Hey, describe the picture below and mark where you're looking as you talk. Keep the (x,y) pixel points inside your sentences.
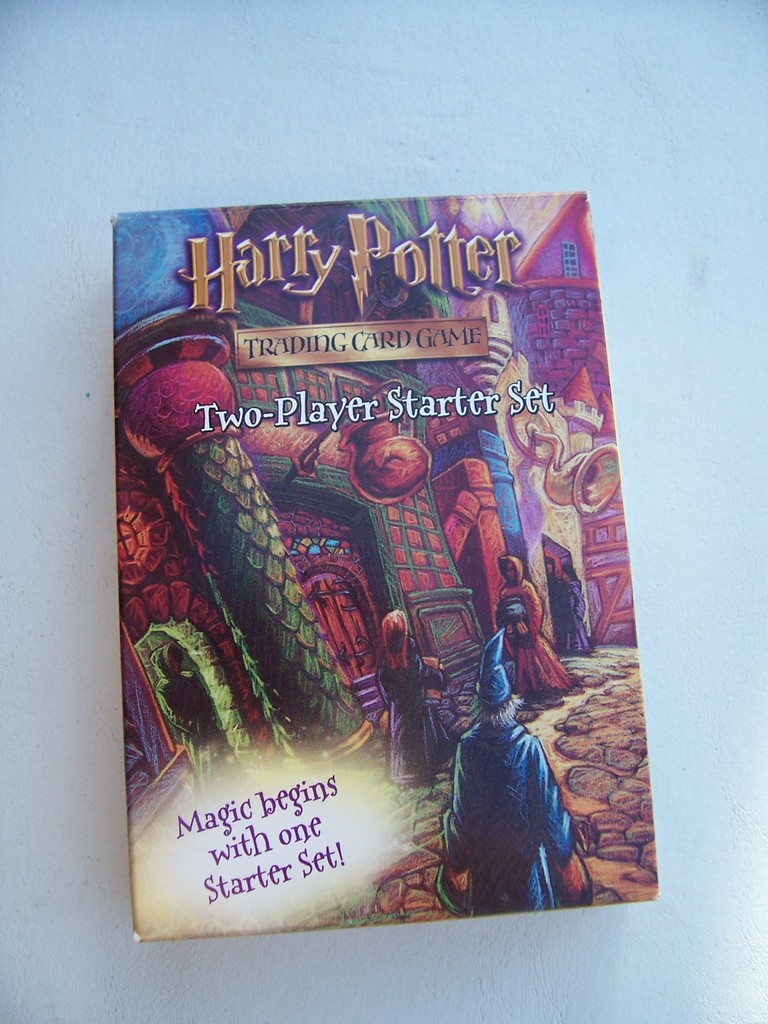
In the center of the image (428,424) we can see a box (418,743) placed on the surface (633,553).
